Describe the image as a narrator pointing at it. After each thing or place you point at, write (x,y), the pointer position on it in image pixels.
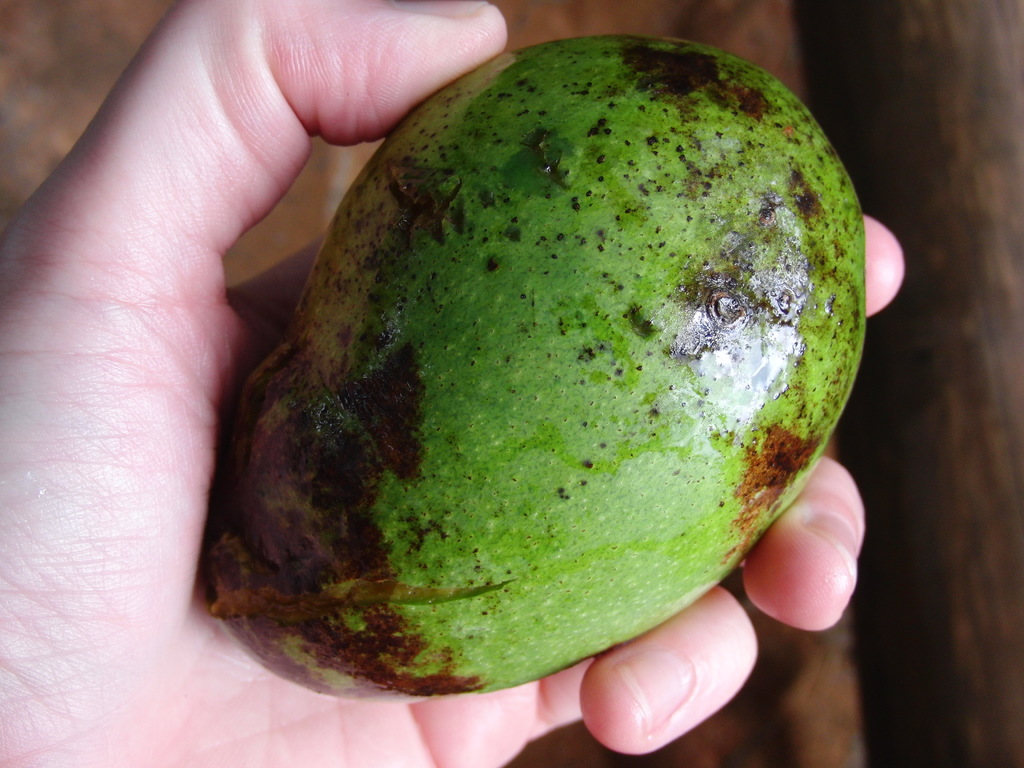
In this picture we can see a raw mango (619,324) and a person (200,654) holding this raw mango (216,572) in his hand (186,587).
